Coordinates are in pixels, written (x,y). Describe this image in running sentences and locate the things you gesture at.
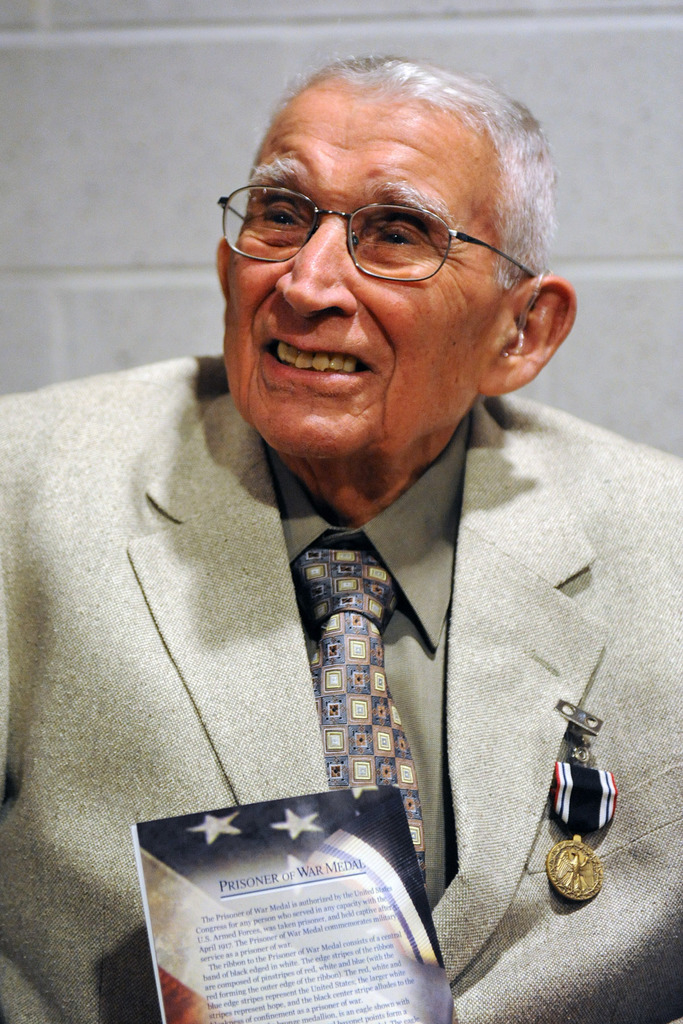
In this image I can see an old man (419,514) and I can see he is wearing shirt (426,578), tie (324,680) and blazer (514,923). I can also see a medal (581,713) over here and I can see he is wearing specs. I can also see something is written over here.
